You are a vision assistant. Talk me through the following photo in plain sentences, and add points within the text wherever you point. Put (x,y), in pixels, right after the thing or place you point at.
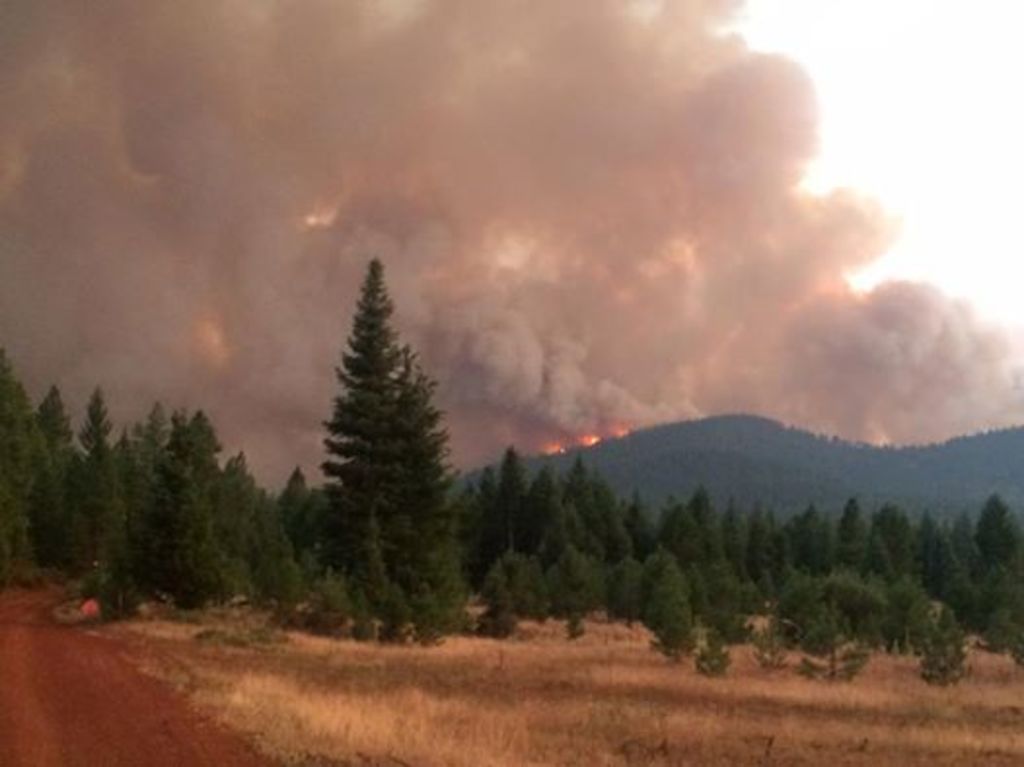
In the center of the image (676,433) we can see trees (637,516), hills (660,468) are there. In the background of the image (468,214) fire smoke (529,194) is there. At the top right corner (949,162) sky (961,194) is there. At the bottom of the image (441,642) ground (545,716) is there.
